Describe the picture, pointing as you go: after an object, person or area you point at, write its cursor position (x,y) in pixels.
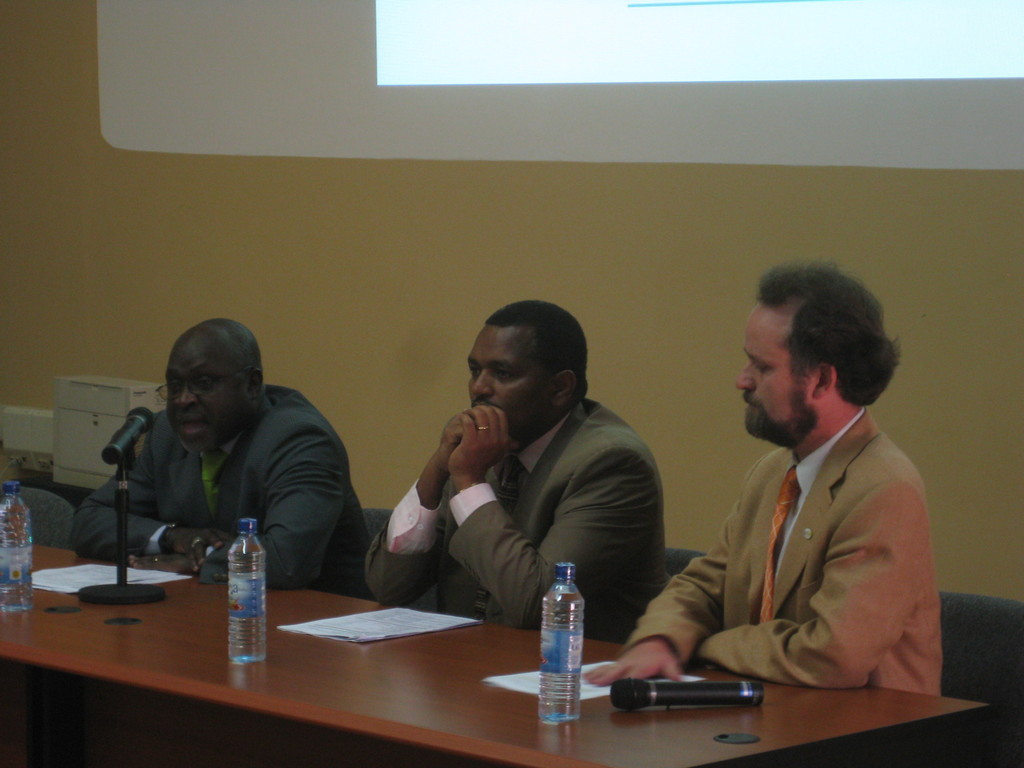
There are three people (317,486) who are sitting on a chair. The person (299,444) on the left side (307,457) is speaking on a microphone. This is a wooden table (308,666) where a microphone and a bottle (546,619) and a paper (370,621) is kept on it. In the background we can observe there is a screen (857,25).
